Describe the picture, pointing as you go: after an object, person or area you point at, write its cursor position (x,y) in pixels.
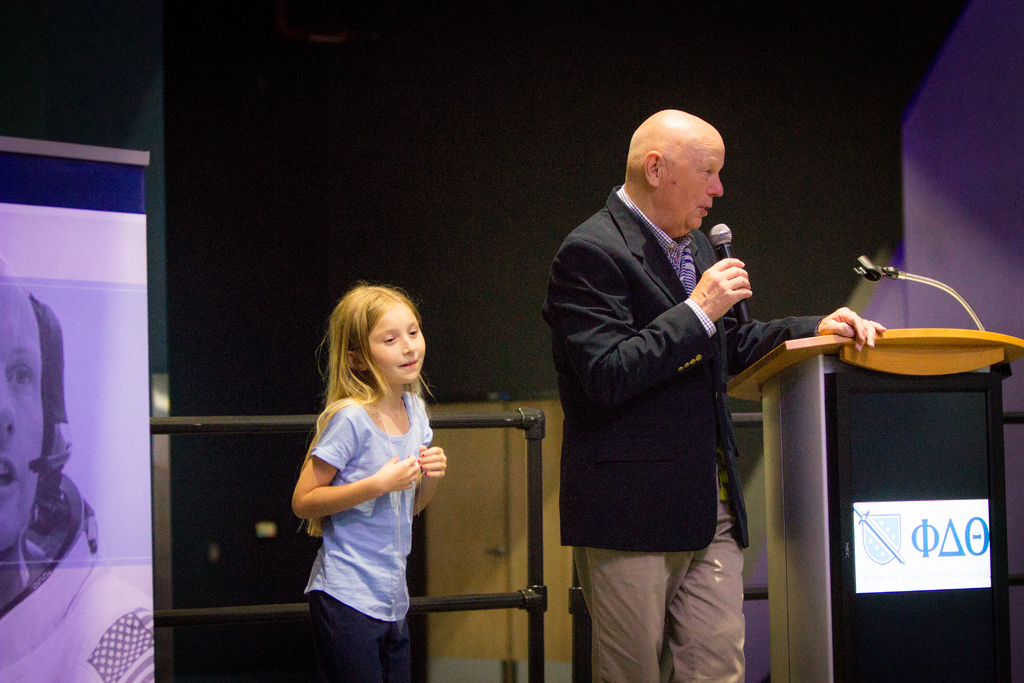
In this picture there is a man (692,533) standing and holding a microphone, in front of him we can see stand (873,268) on the podium (963,352), behind him there is a girl (363,403). We can see banner (128,213) and rods (161,430). In the background of the image (751,43) it is dark.
